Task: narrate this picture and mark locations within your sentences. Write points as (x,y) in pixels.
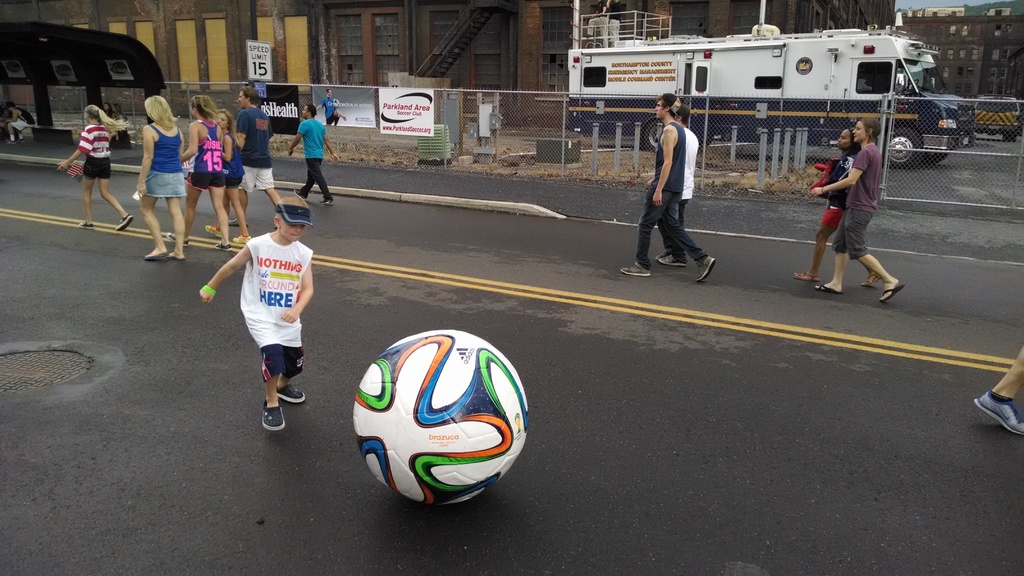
In this image I can see a road (321,331) in the front (306,324) and on it I can see number of people (253,300) are walking. I can also see a white colour football (514,370) on the road (439,323). In the background (807,114) I can see fencing (273,148), few vehicles (593,102), few buildings (542,74), number of boards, few poles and on these boards (430,127) I can see something is written.
